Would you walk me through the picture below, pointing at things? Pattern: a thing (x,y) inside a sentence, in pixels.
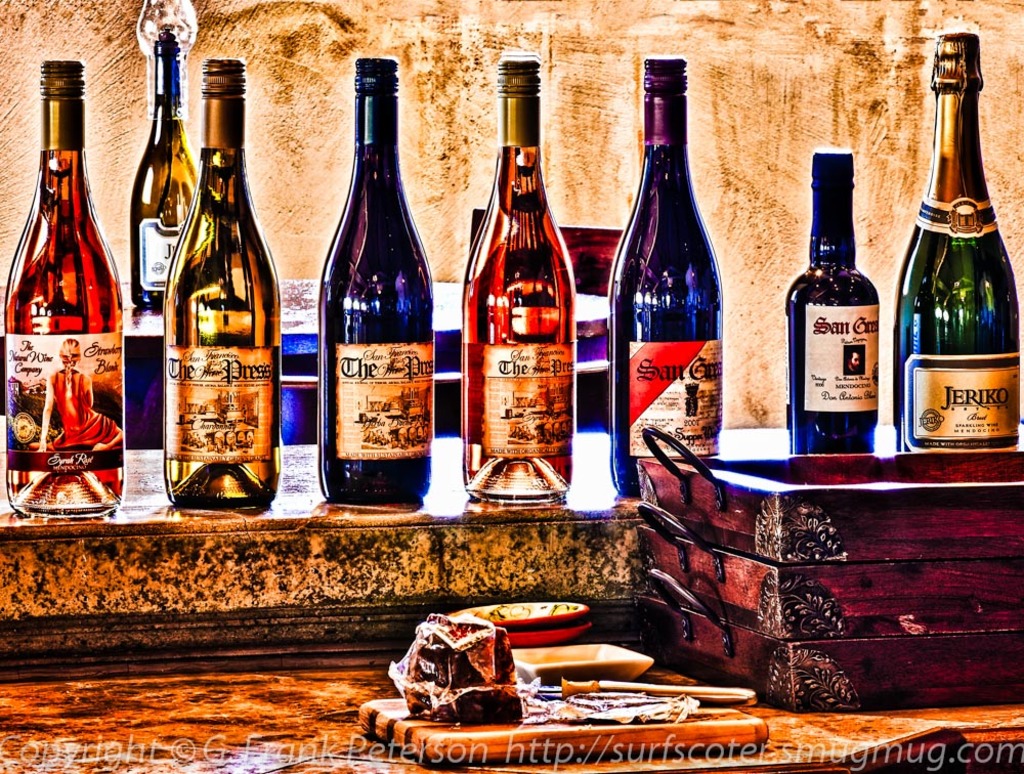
In this image there are bottles (347,311) on the platform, in front of the bottles (379,364) there are some wooden trays (761,564) and some other objects (510,660), at the bottom of the image (486,748) there is some text (639,748).
